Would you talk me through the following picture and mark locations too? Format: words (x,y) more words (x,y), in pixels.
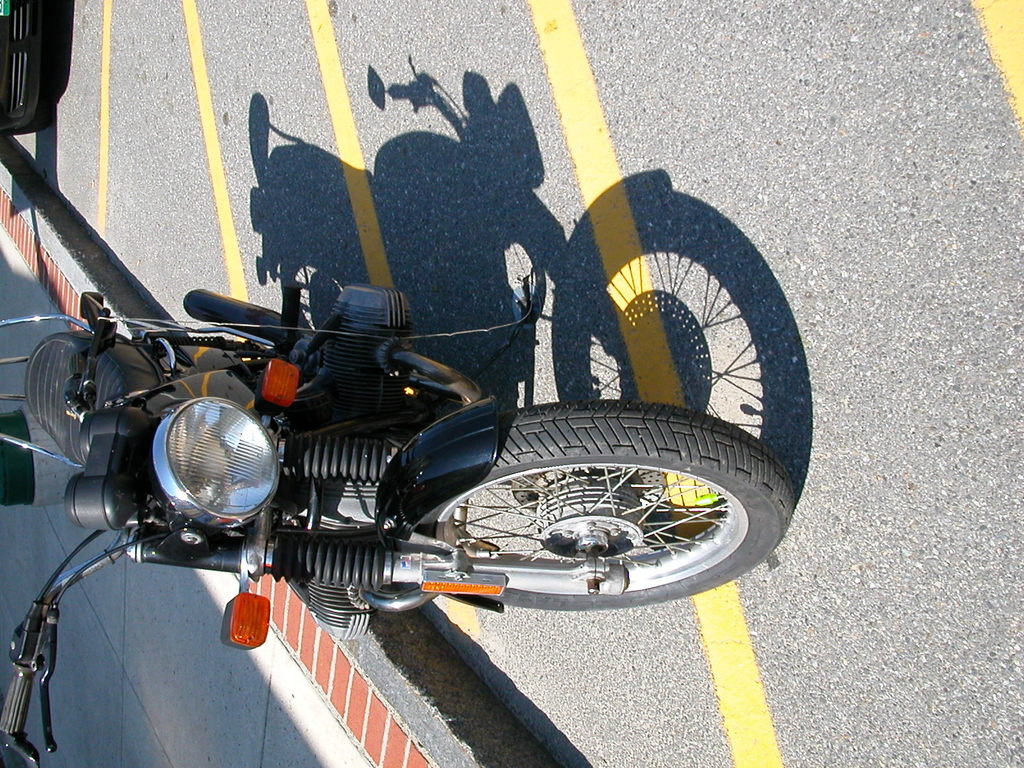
On this road (597,220) we can see motorbike (750,467).
